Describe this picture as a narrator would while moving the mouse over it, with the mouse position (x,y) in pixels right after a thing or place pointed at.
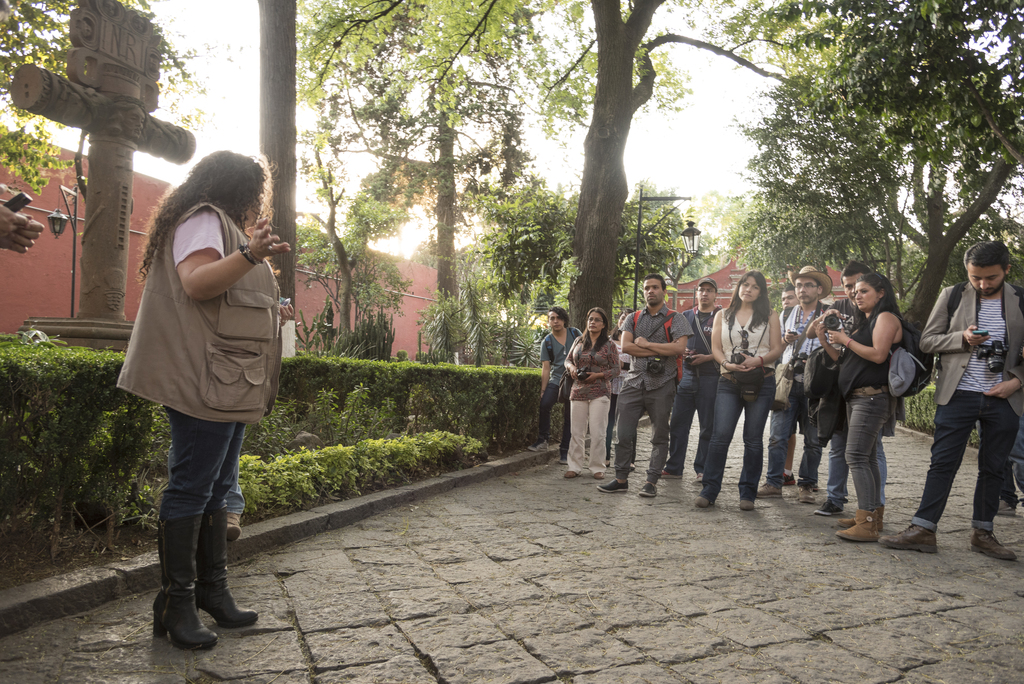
As we can see in the image there are few people (166,493) here and there, plants (338,374), trees (528,220), street lamp (692,252) and buildings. Few of them are holding cameras (993,371) in their hands (971,343).
